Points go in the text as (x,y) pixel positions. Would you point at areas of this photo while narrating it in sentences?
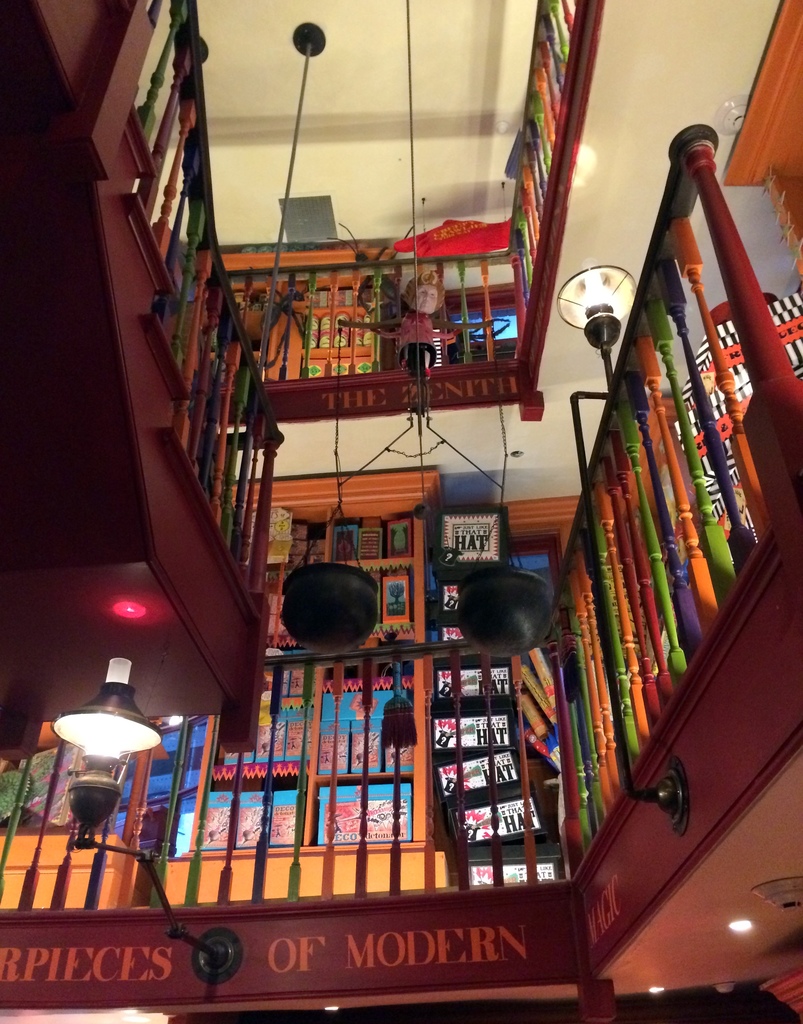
In this image we can see a building (490,490) with stairs (193,534), fence (337,677), lamps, a doll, a sign board (462,921) and a roof (337,190).
